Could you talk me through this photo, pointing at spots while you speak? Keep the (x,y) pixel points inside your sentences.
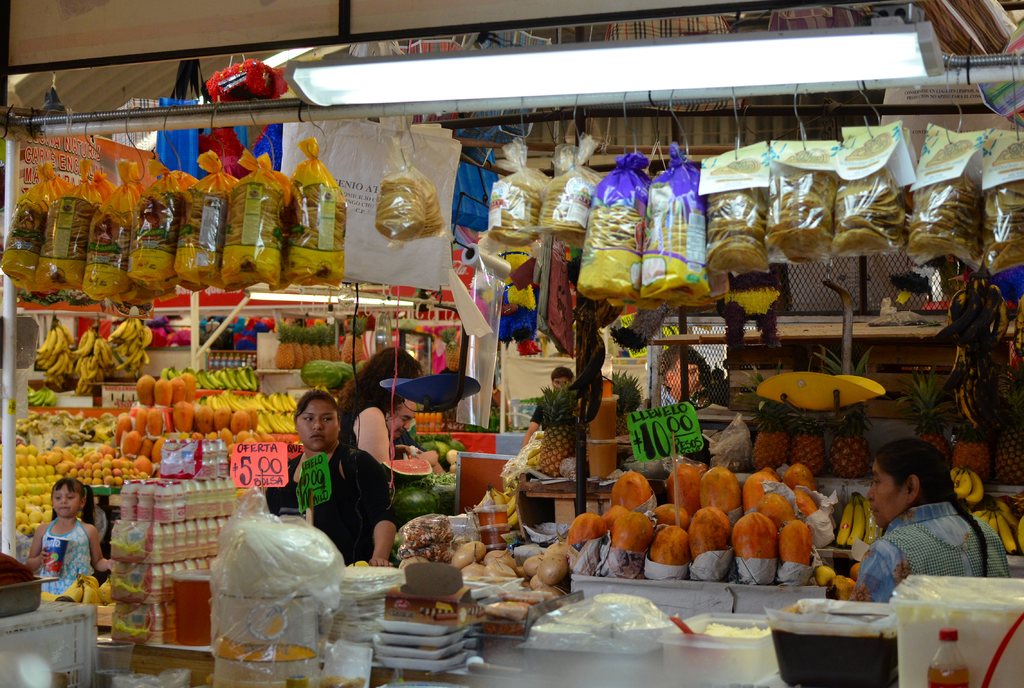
In this picture we can see many fruits (707,473), bottles (198,558), plates (443,631), bowls (726,619) and food packets (141,262) on top (886,218). There are few bags (125,287) on top. We can see few number boards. Few people (381,494) are visible. There is a tube light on top (348,84).
